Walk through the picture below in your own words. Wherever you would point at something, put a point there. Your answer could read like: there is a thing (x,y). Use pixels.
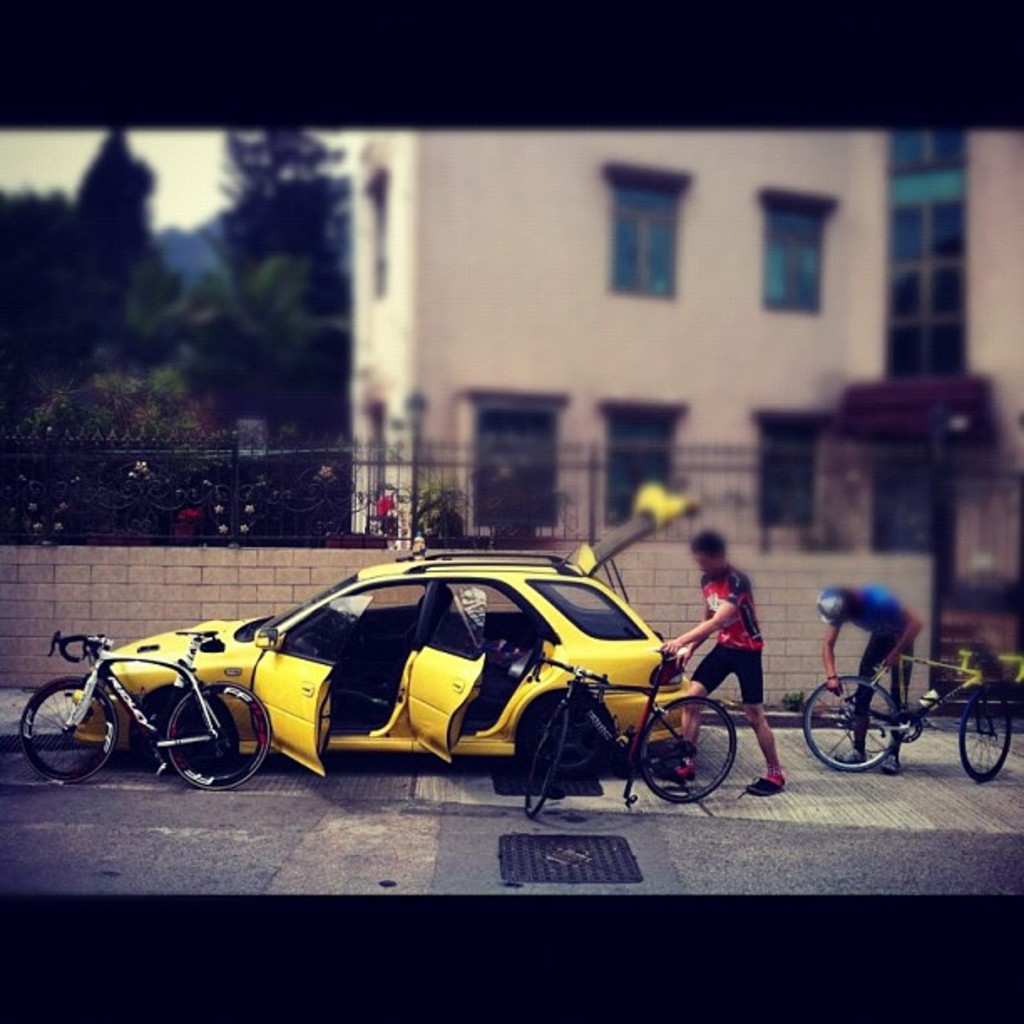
In the image we can see a vehicle (449,638), yellow in color. This is a road (822,826), bicycles (615,730), fence (293,497), trees (206,433), building (422,351), window (626,242) of the building (643,247) and tree (140,184). We can even see there are two men (835,639) standing, they are wearing clothes (741,663) and shoes (780,780). This man (846,601) is wearing a cap (834,605).
